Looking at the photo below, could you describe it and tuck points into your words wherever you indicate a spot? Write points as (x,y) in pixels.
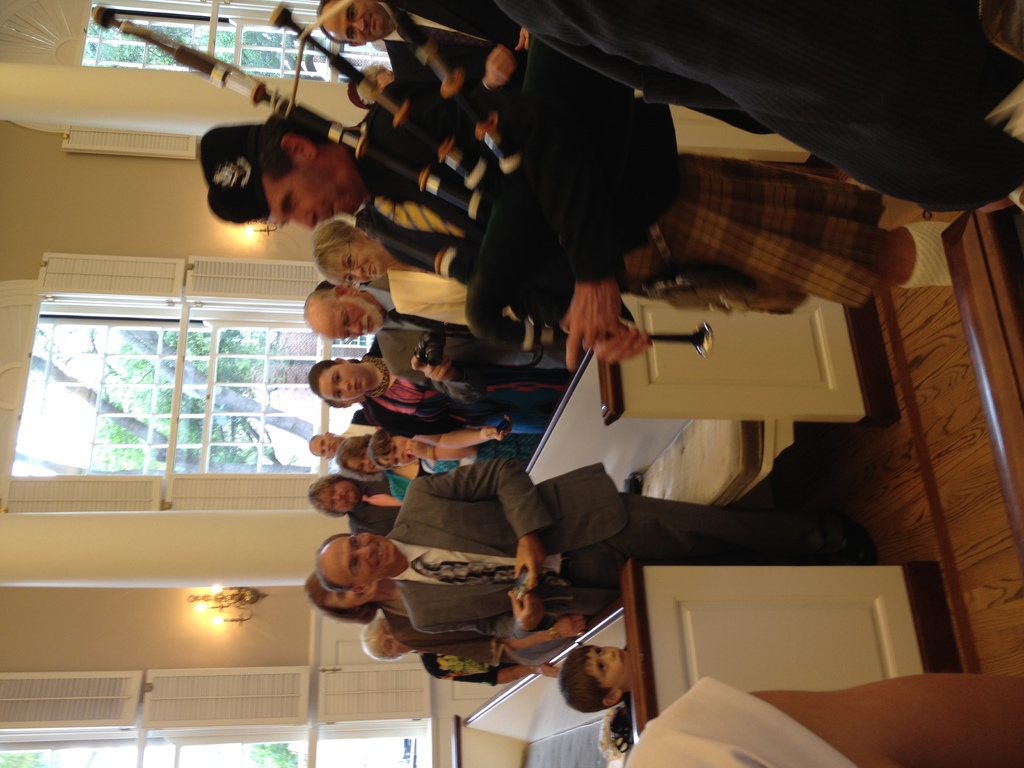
In the center of the image (390,469) we can see a group of people (392,373) are standing and some of them are playing musical instruments (514,331). In the background of the image (592,414) we can see the benches (711,572), wall (108,670), windows (368,735), lights (223,593). Through windows (296,343) we can see the trees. On the right side of the image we can see the floor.
